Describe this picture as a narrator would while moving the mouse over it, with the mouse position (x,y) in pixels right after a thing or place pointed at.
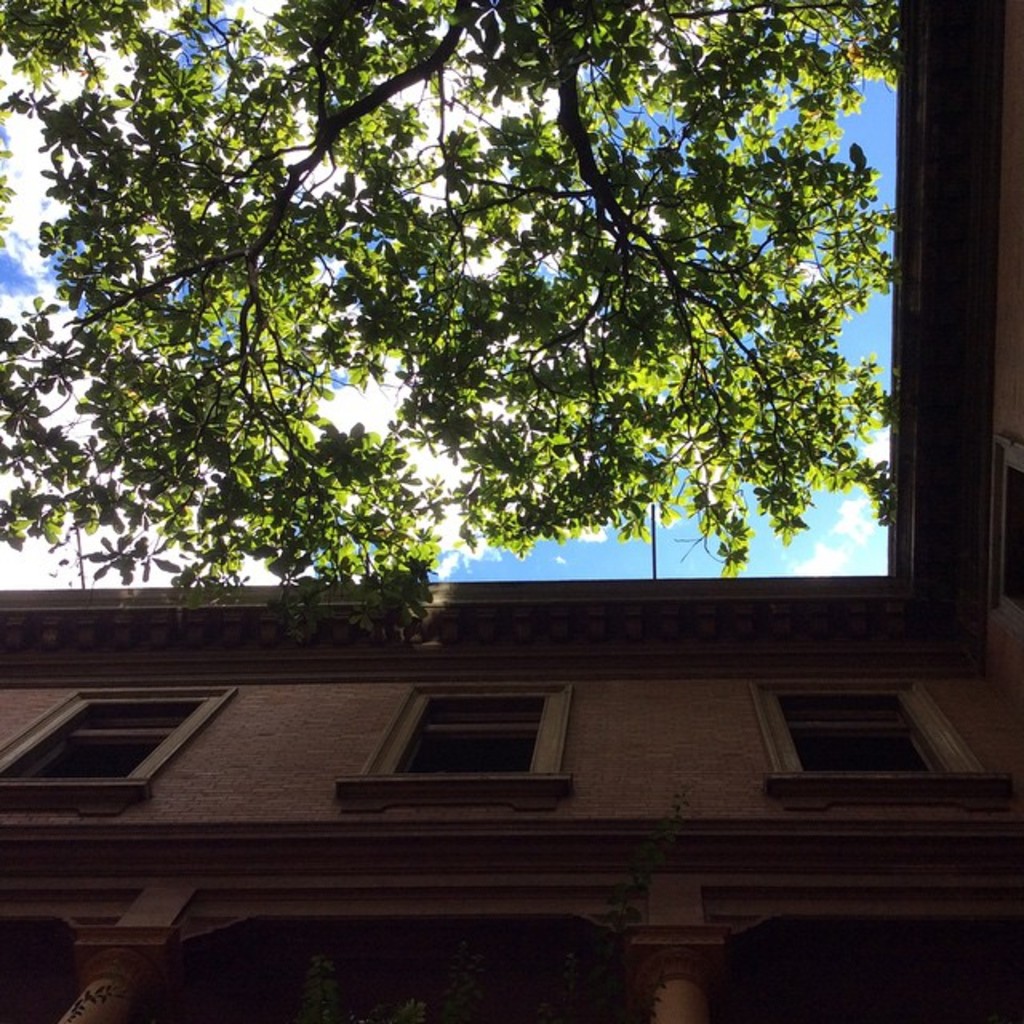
In this image I see a building (504,747) and I see the trees (237,149) and in the background (62,92) I see the cloudy sky (62,92).
